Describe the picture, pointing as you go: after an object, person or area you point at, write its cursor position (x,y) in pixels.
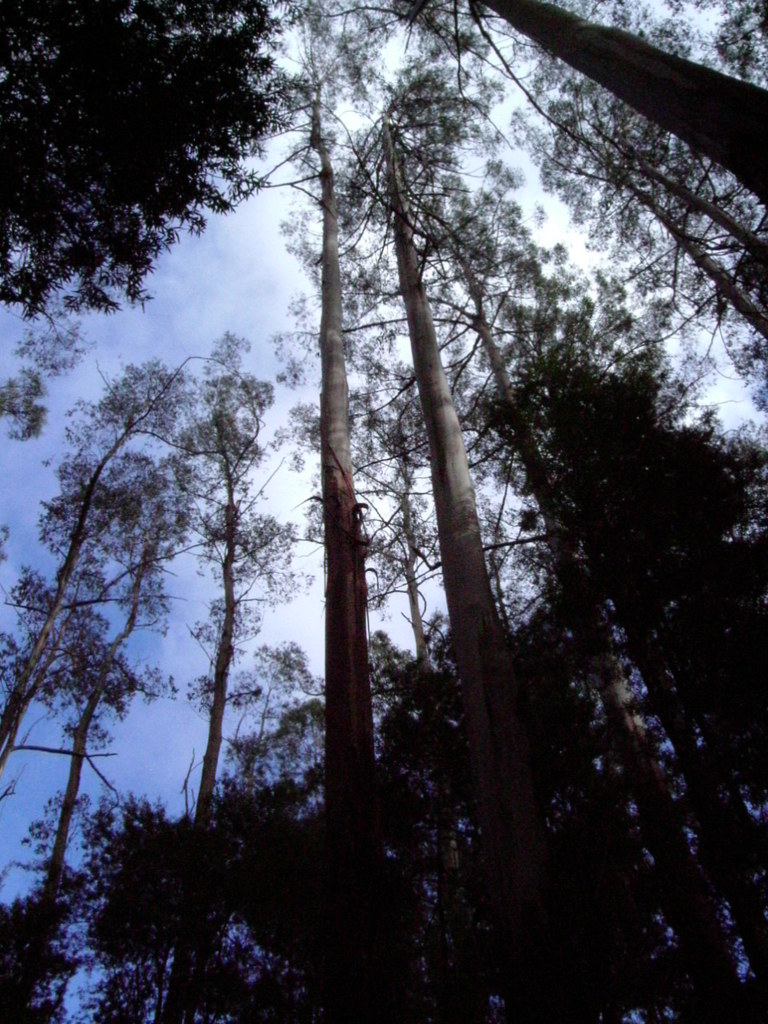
In this picture I can see few tall trees (415,375) and I can see a blue cloudy sky (315,492).
